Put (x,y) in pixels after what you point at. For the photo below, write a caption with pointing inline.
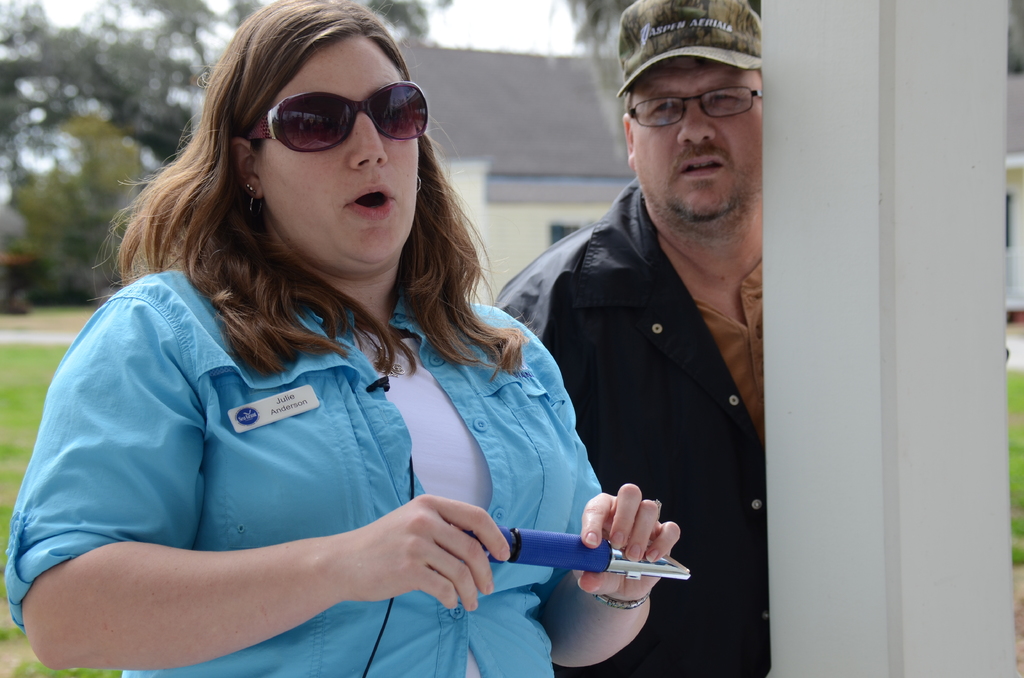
In the picture I can see a man (606,368) and a woman (540,367). The woman (540,366) is holding an object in hands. In the background (610,166) I can see a house (531,182), trees (36,161) and the sky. The background of the image (22,181) is blurred.
